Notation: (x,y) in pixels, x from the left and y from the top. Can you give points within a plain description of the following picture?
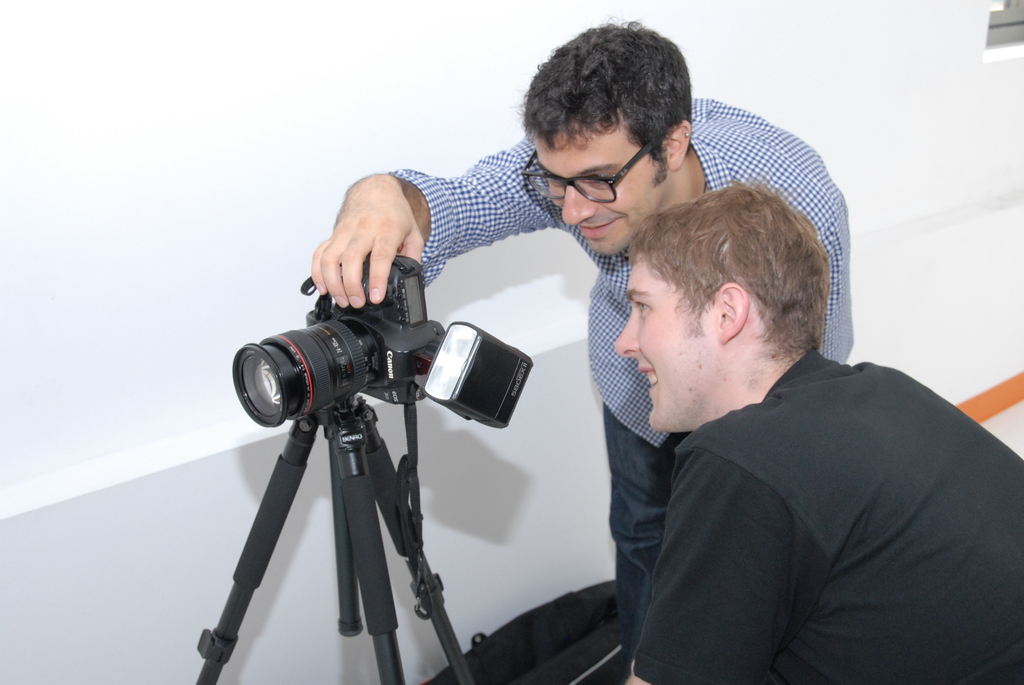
In this image, there is a person (671,152) wearing clothes (718,181) and holding a camera (402,276) with his hand (376,278). There is an another person (789,525) in the bottom right of the image (760,493) wearing clothes (792,517) and looking at the camera (321,359).
